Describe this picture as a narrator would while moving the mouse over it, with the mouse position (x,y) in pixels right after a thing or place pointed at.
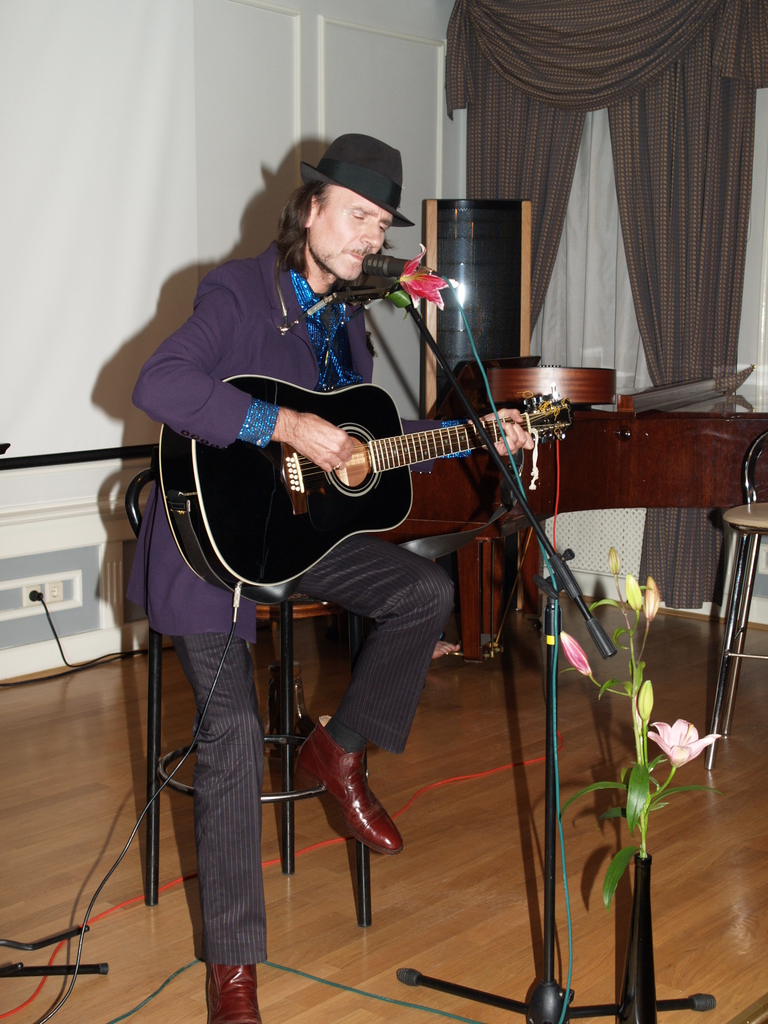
In this image i can see a man (248,658) sitting on a chair (290,624) and holding a guitar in his hand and he is also wearing a hat (357,178) and brown shoes (384,825) and on the background (643,264) i can see curtains (568,140) and a wall (313,80), and in front of him i can see a mic (378,259) and a flower bouquet (636,852).
